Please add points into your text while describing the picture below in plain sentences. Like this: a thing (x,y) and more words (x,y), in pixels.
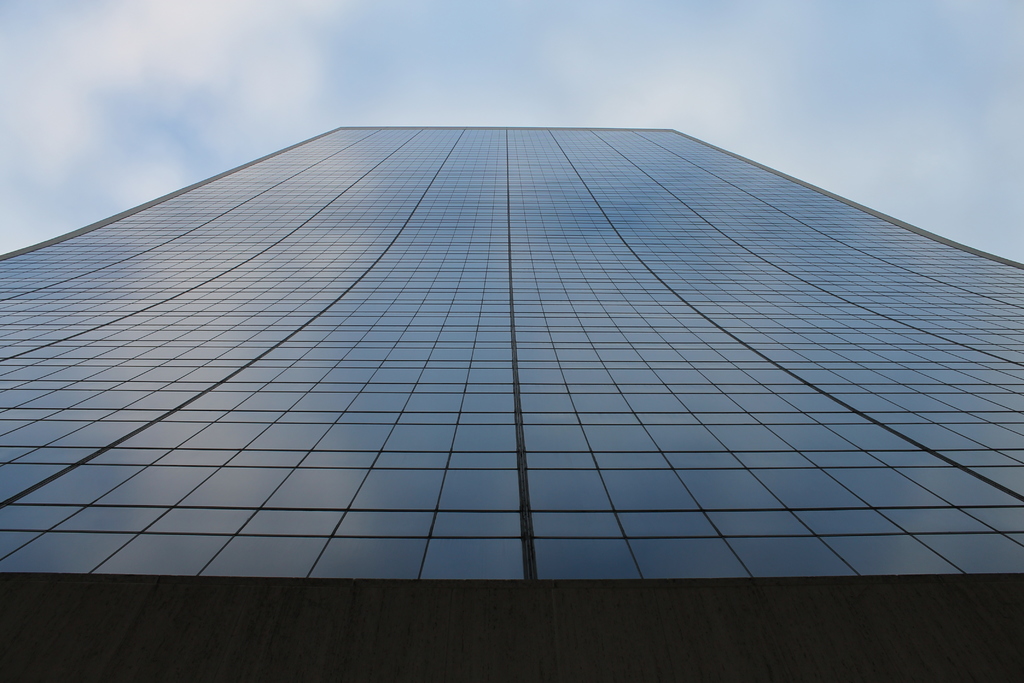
This picture is taken in the low angle where I can see the glass building (582,289) and we can see the sky (308,72) with clouds (49,116) in the background (339,67).
